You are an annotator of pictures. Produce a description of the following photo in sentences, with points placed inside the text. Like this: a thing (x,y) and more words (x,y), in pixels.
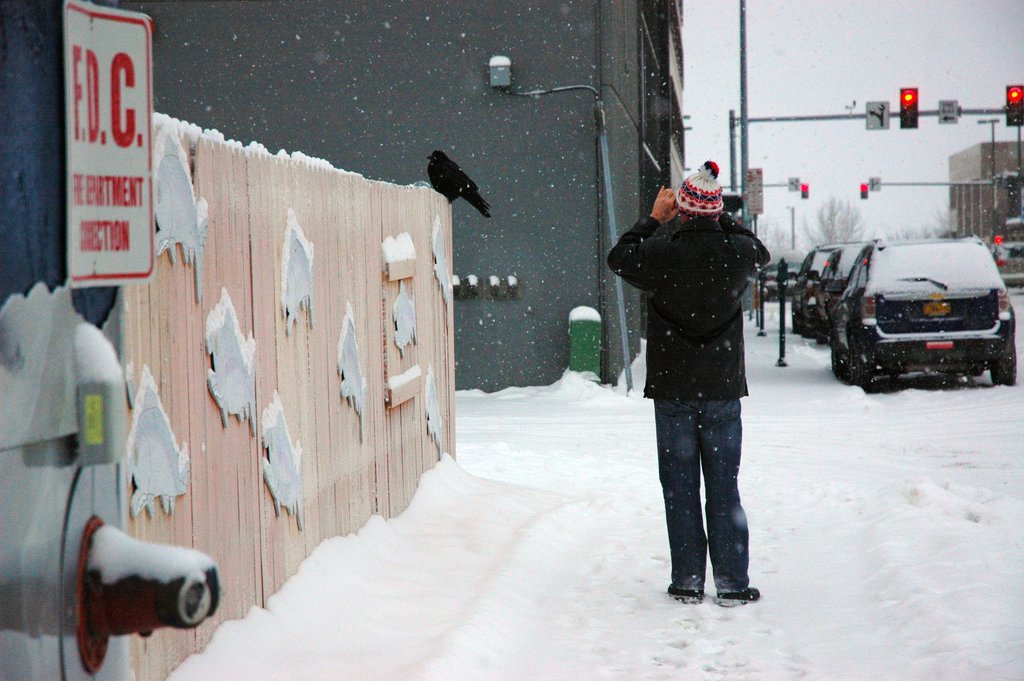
In this image I can see the person (702,344) standing and the person (712,336) is wearing black color jacket (700,317) and I can also see the wooden object (265,317). In the background (831,367) I can see the snow (804,443) in white color, few vehicles (949,294), traffic signals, few poles (743,8), buildings (621,100), dried trees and the sky (813,40) is in white color.
